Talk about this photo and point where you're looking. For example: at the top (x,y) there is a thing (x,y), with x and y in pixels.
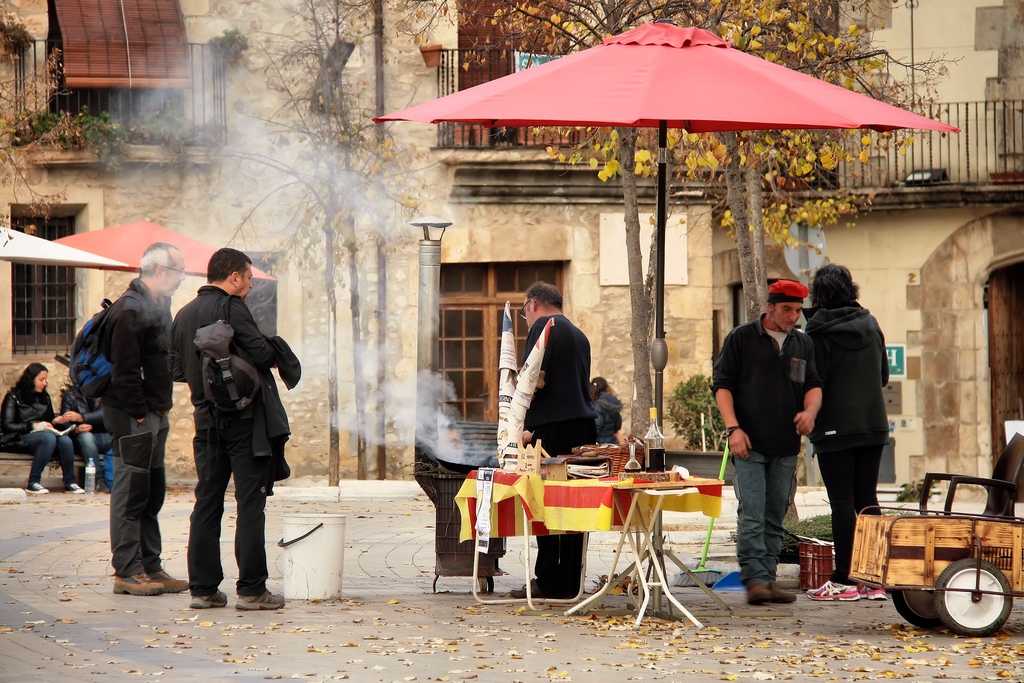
There is a group of people (741,417). This is the outside of the house (327,334). On the left side (134,324) we have a person (133,333). He's wearing a bag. On the left side (95,423) we have women (58,450). She is sitting. There is tree (758,153), table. There is a some wooden products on a table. On the right side (751,385) we have a person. He is wearing a red cap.
